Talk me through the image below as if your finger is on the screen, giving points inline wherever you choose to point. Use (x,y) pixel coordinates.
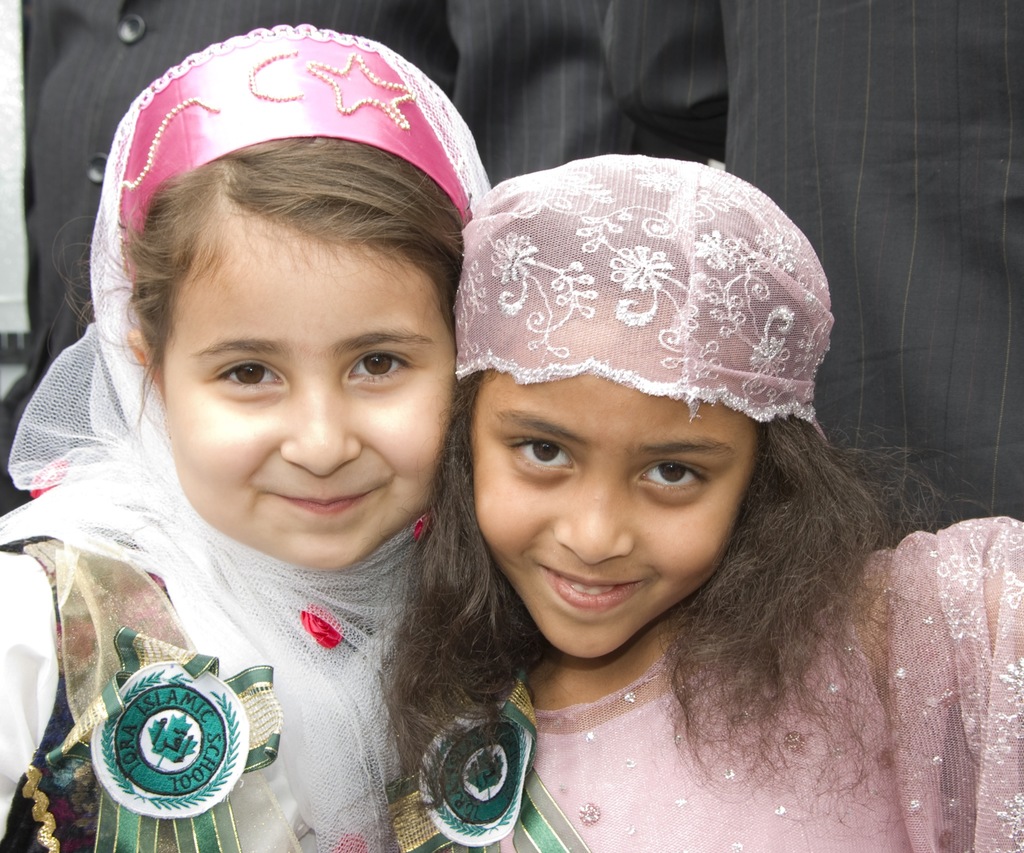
In the middle of the image (568,500) there are two girls (394,579). They are with smiling faces (299,558). In the background (34,159) there is a person (799,119).
